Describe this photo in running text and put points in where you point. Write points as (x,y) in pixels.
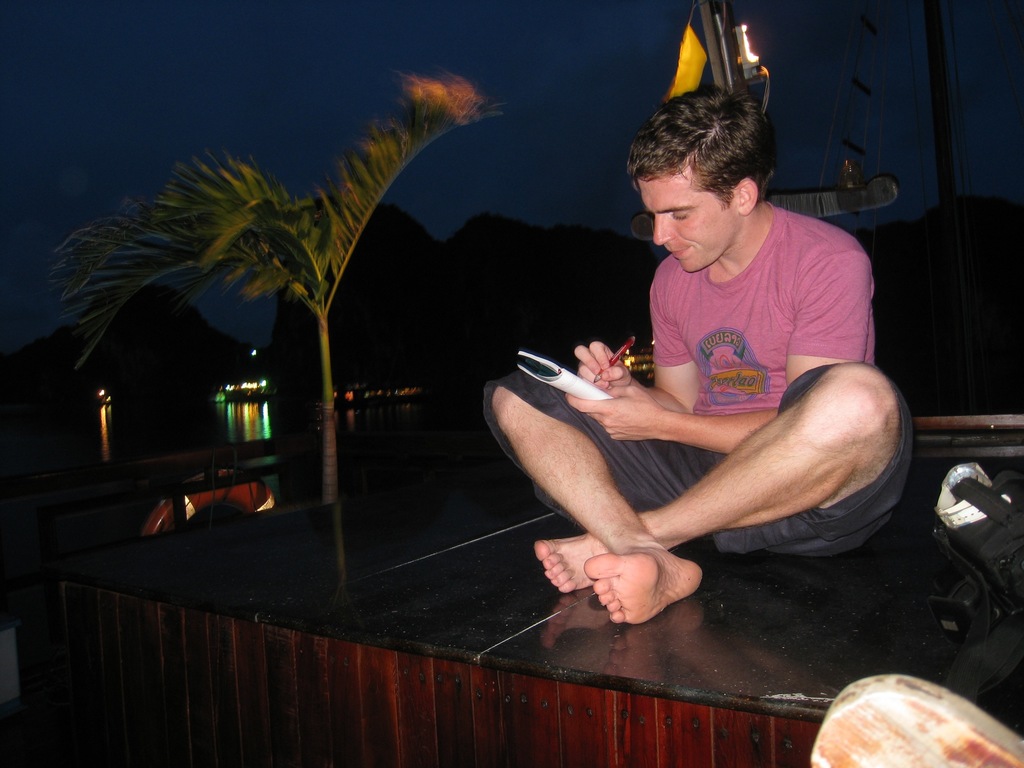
On the right side of the image (831,340) we can see a man (765,492) is sitting on the floor (461,508) and holding a book (587,390), pen (597,377) and writing. In the background of the image (959,229) we can see the hills (578,242), tree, poles (966,387), lights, flag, water (305,402), boats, rods (953,438), bag (965,569). At the bottom of the image (335,717) we can see the wood wall (363,696).
